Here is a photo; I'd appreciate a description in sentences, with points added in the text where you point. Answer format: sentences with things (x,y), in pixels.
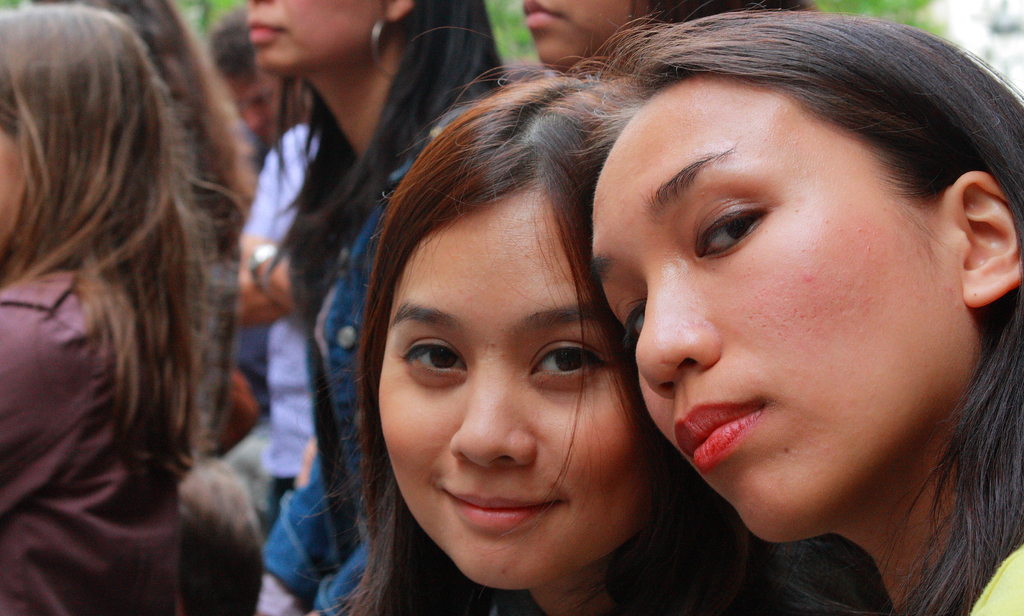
In this image there are girls (768,245) standing.
